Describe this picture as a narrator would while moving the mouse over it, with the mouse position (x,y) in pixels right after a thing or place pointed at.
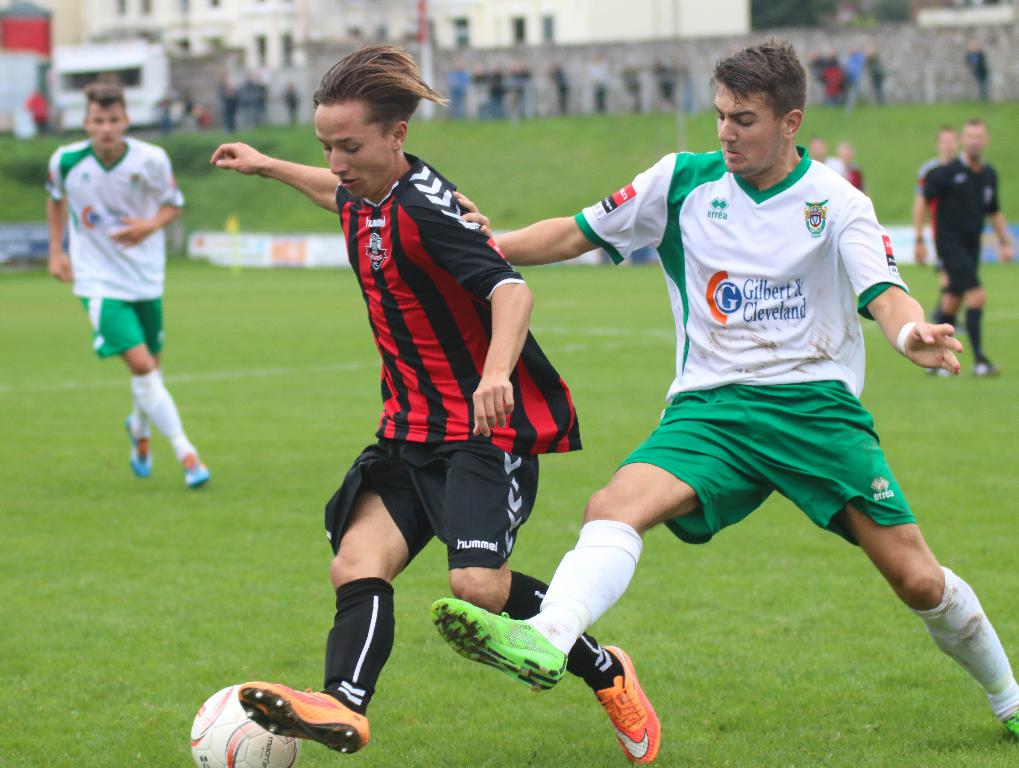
This picture shows people (347,597) playing football on a green field (189,684) and we see few buildings (106,28).
